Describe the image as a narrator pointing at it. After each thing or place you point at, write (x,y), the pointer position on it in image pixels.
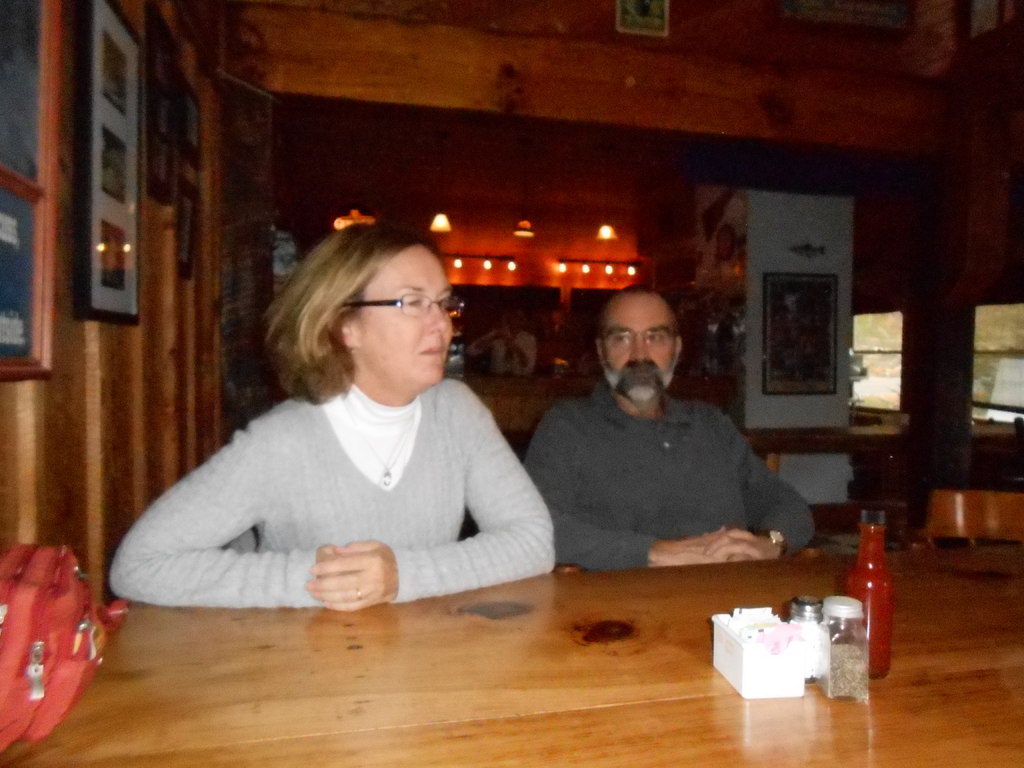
In the given image we can see a man (556,470) and a woman (492,482) sitting side by side. This is a table (406,710) on the table (410,708) we can see a handbag (41,666) and a bottle (878,568). These are the photo frames (110,188) stick to the wall (71,218). These are the lights (609,226).
